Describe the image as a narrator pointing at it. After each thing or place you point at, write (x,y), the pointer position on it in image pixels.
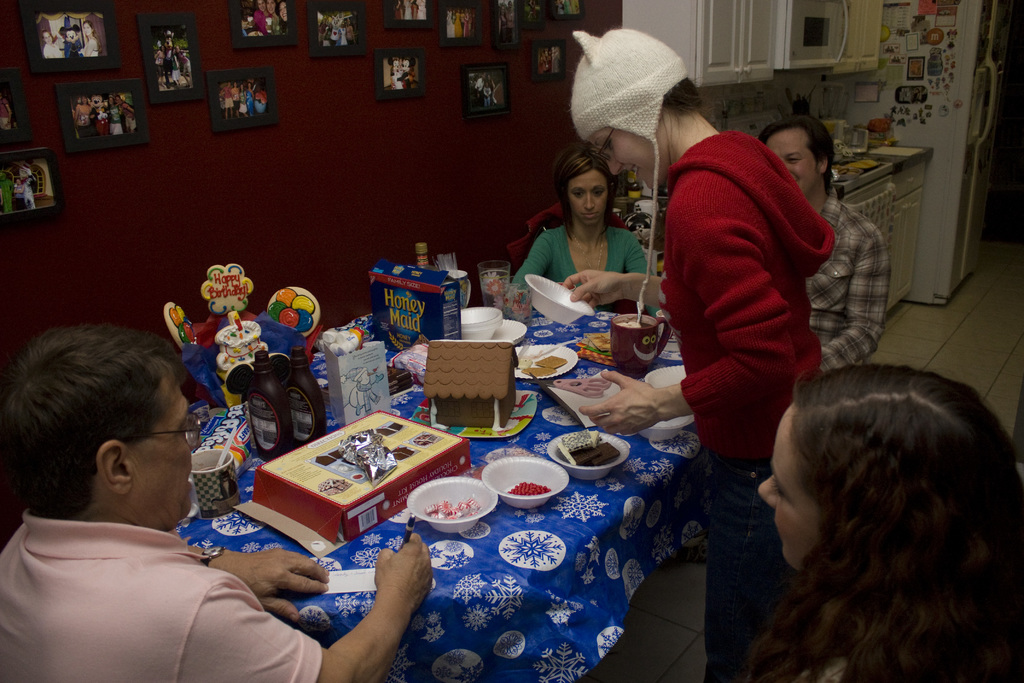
In this picture we can see three people (239,562) sitting in front of a table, there are two persons (851,557) here, we can see some bowls (664,421), a plate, boxes (456,338), bottles (311,376), a mug (207,492) present on the table (480,456), on the left side (318,261) there is a wall (330,268), we can see photo frames (323,52) on the wall (233,60), in the background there is a counter top (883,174), we can see a microwave oven (807,56) and a fridge (941,59) here.
